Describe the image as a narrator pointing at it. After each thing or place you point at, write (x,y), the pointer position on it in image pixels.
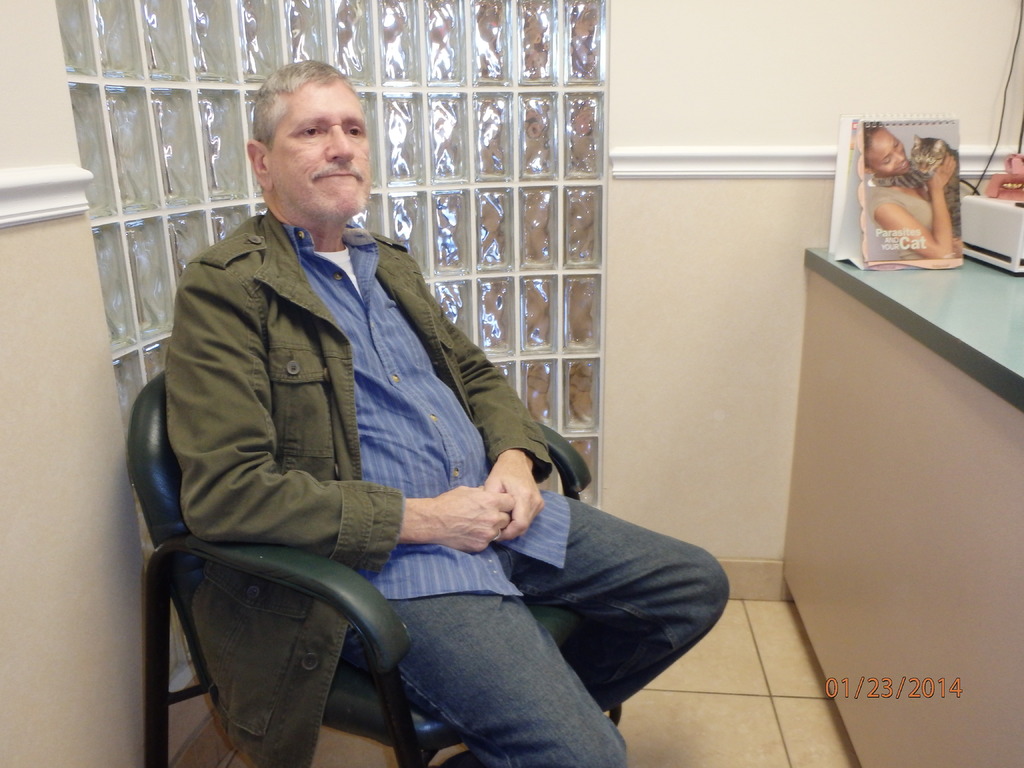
In this image we can see a person (362,538) sitting on the chair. We can see few object (956,437) at the right side of the image (935,676).
